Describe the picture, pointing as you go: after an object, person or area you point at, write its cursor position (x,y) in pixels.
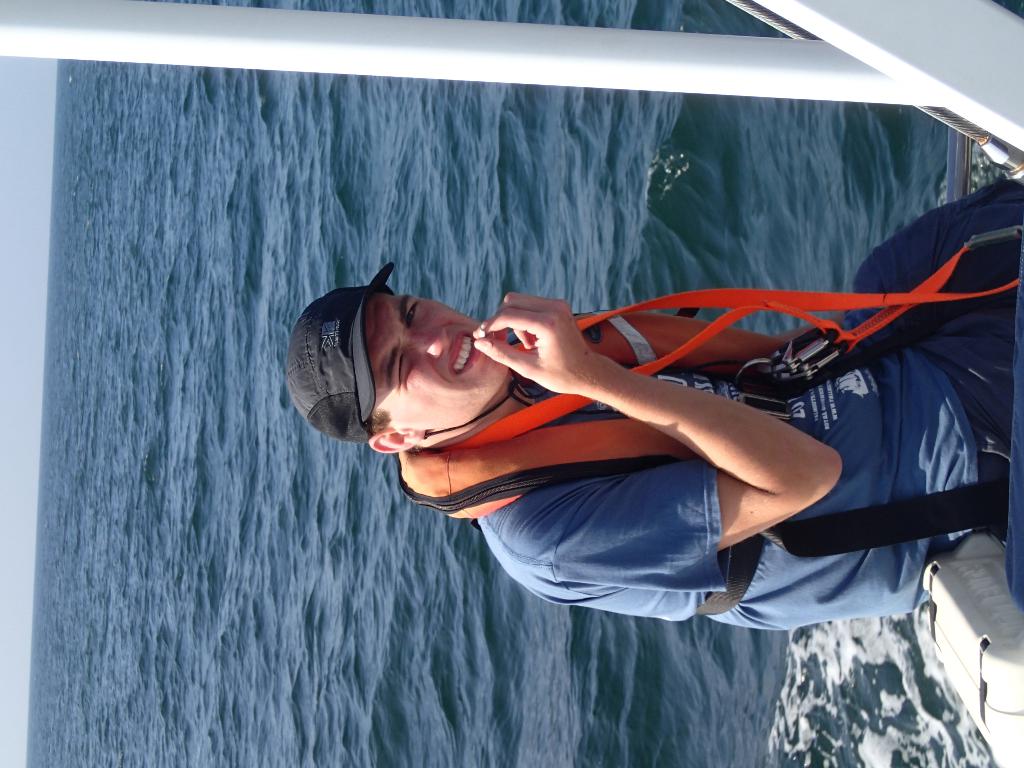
A person (717,547) is sitting in a ship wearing a black cap (356,391) and a safety jacket (547,466). There is water (183,427).
